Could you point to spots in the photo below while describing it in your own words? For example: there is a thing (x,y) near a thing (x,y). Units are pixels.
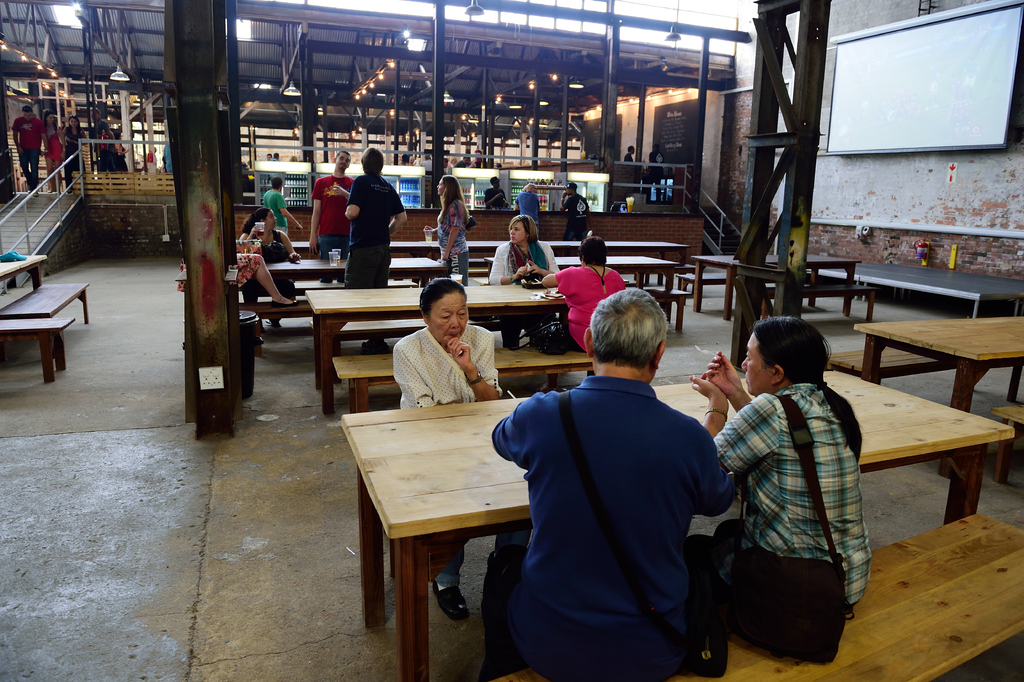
In this image I can see few person (698,497) sitting on the bench (951,611). There is a table (450,464) and few person (35,155) are walking on the floor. On the right side (926,106) there is a screen (940,95).
